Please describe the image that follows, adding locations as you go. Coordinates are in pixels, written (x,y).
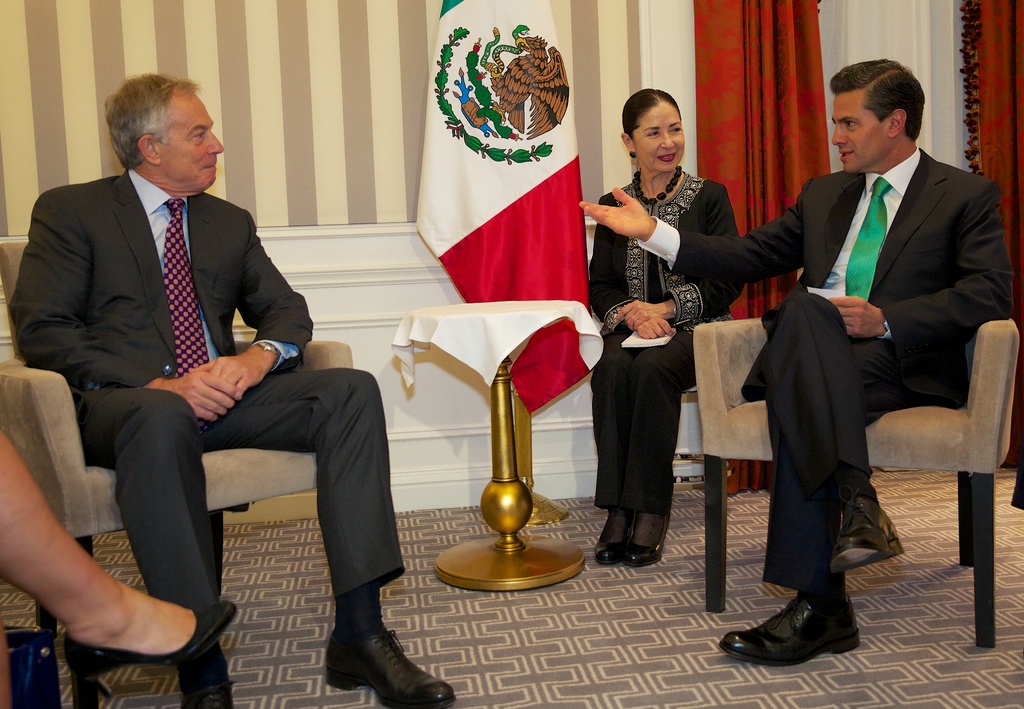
In this image I can see few people (685,272) sitting on the chair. I can see a stand (509,538) and white cloth (496,326) on it. Back I can see a flag (500,44) and red color curtain (756,124).
